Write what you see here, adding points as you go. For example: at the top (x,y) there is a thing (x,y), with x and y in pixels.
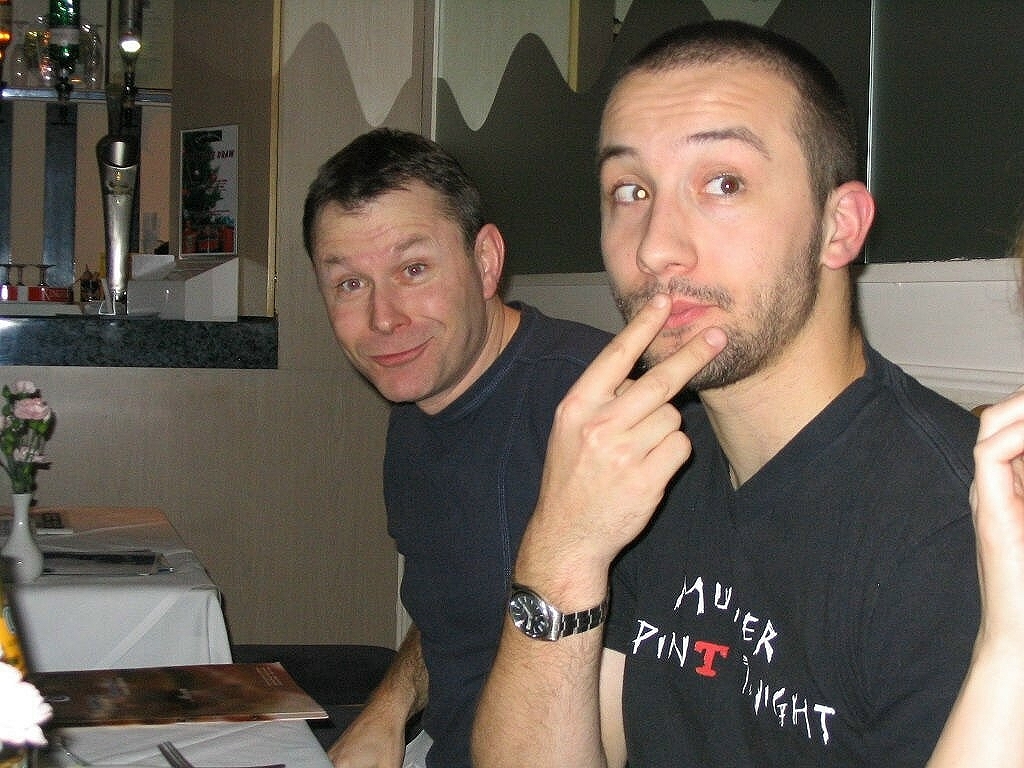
In this image in the foreground (528,373) there are two persons (651,484) sitting, and on the right side (997,602) there is one person's hand (992,562) is visible. And on the left side (75,633) there are some tables (177,631), on the tables (30,628) there are some flowers (21,681), cards (95,552), fork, cloth (121,745). And in the background (237,178) there is a wall (260,218), bottles (64,57) and some other objects (168,274) and poster (210,143) on the wall (176,101).
